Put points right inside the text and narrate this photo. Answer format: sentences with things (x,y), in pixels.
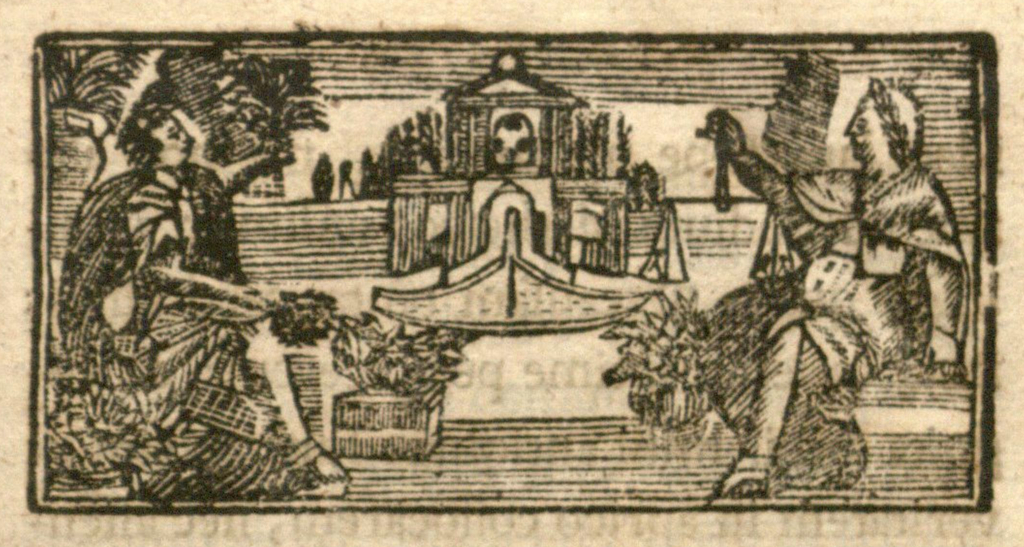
In this image we can see a drawing (981,343), there are two people (137,293) one on the left side (247,485) and one on the right side (753,173).
